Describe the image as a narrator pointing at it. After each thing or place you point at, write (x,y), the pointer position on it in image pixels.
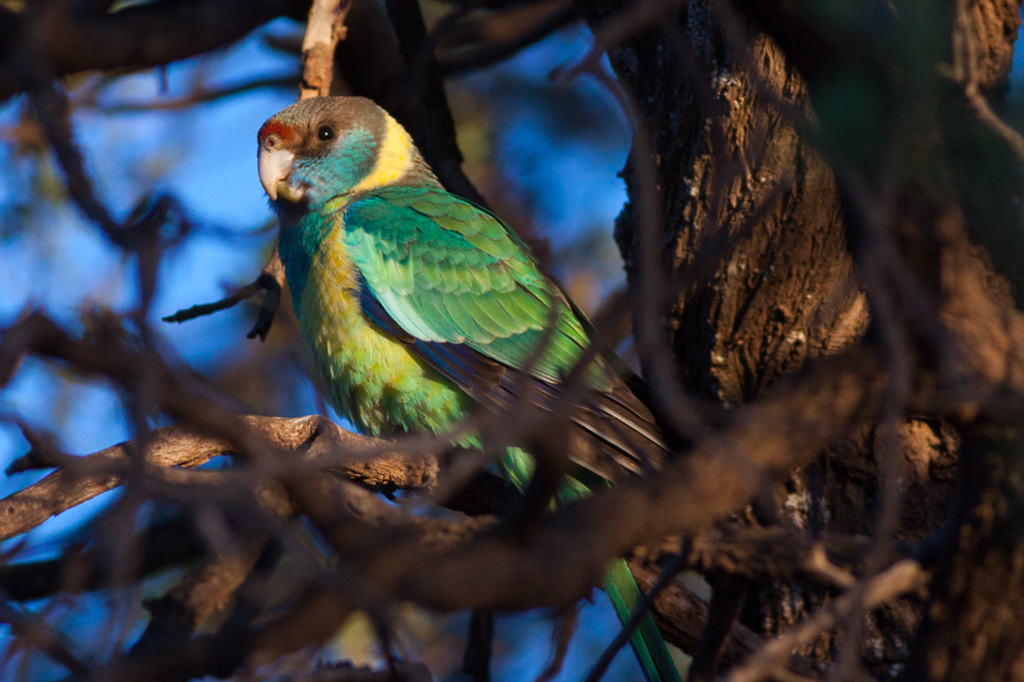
In this image I can see a beautiful parrot (453,355) is sitting on a branch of a tree (485,431). It is in green color.
